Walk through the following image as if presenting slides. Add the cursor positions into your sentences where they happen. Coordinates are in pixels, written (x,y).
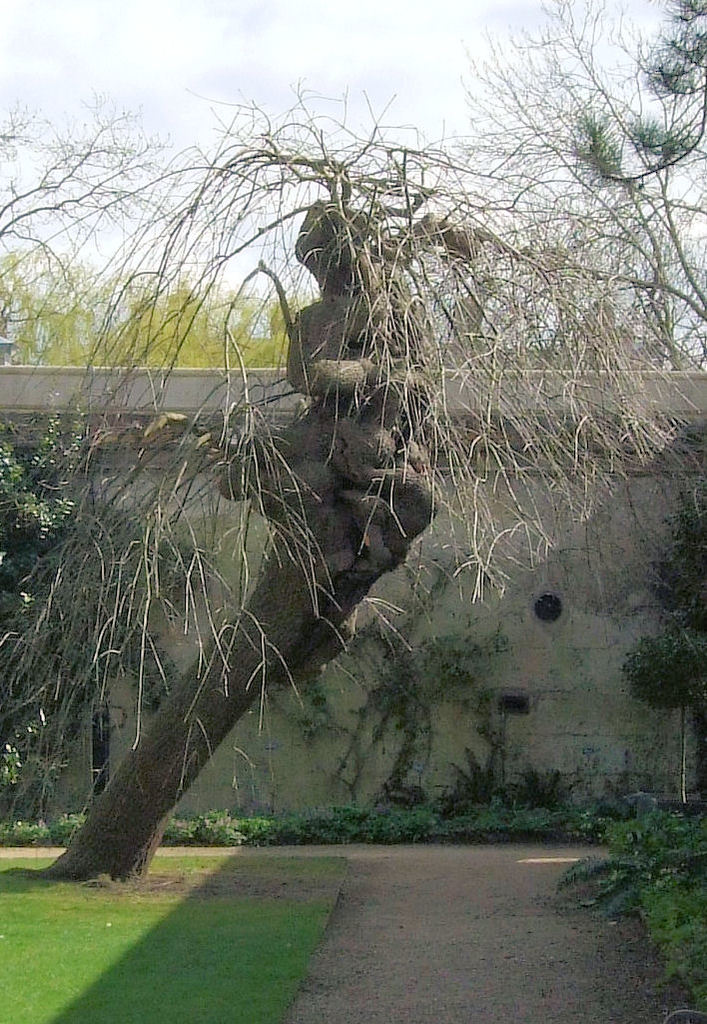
In this picture there is a sculpture tree (136,794) in the center of the image (259,459) and there are plants (39,456) on the right (706,486) and left side of the image (18,844), there is grassland (5,990) in the bottom left side of the image (102,933).
